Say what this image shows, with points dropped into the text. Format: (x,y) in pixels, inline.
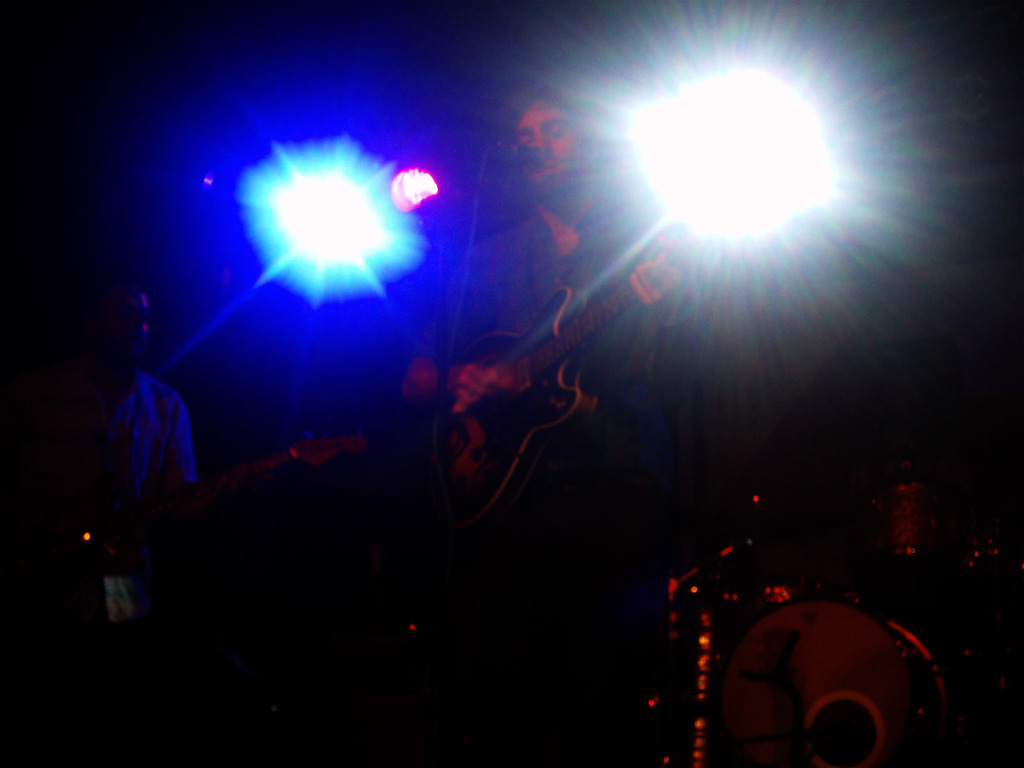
In this picture we can see two men (615,340), they are holding guitars (577,336), beside them we can see few musical instruments (890,630), in the background (858,169) we can see few lights (821,209).
